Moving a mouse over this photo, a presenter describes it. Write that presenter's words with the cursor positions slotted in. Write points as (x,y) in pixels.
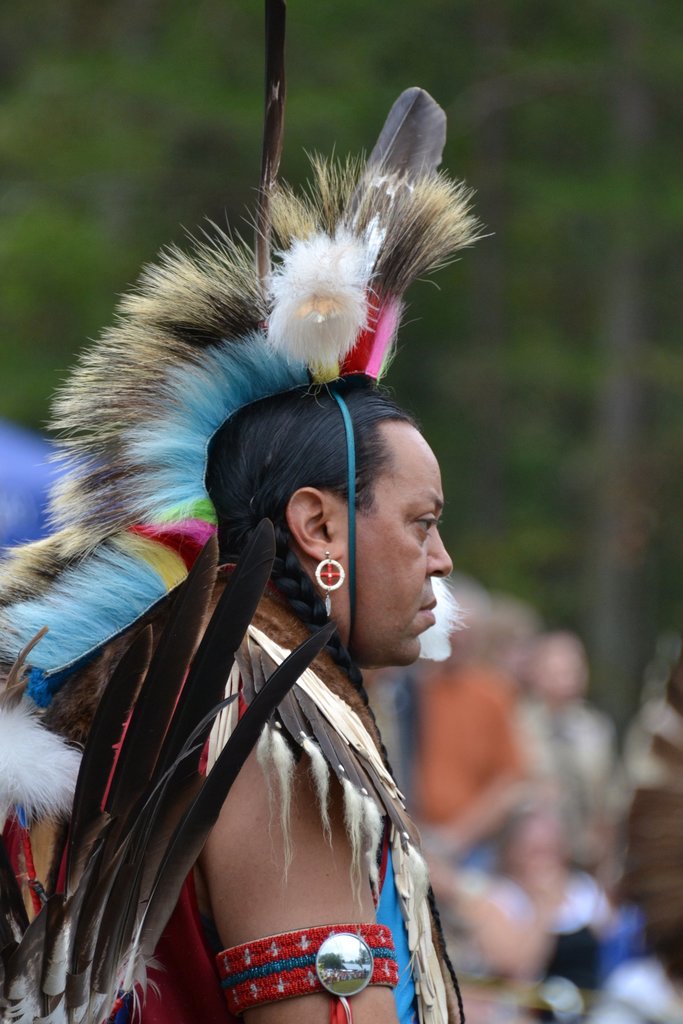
In this image in the front (234,739) there is a man (243,770) wearing a costume (192,666) and standing in the front (395,477), and the background (585,698) is blurry.
